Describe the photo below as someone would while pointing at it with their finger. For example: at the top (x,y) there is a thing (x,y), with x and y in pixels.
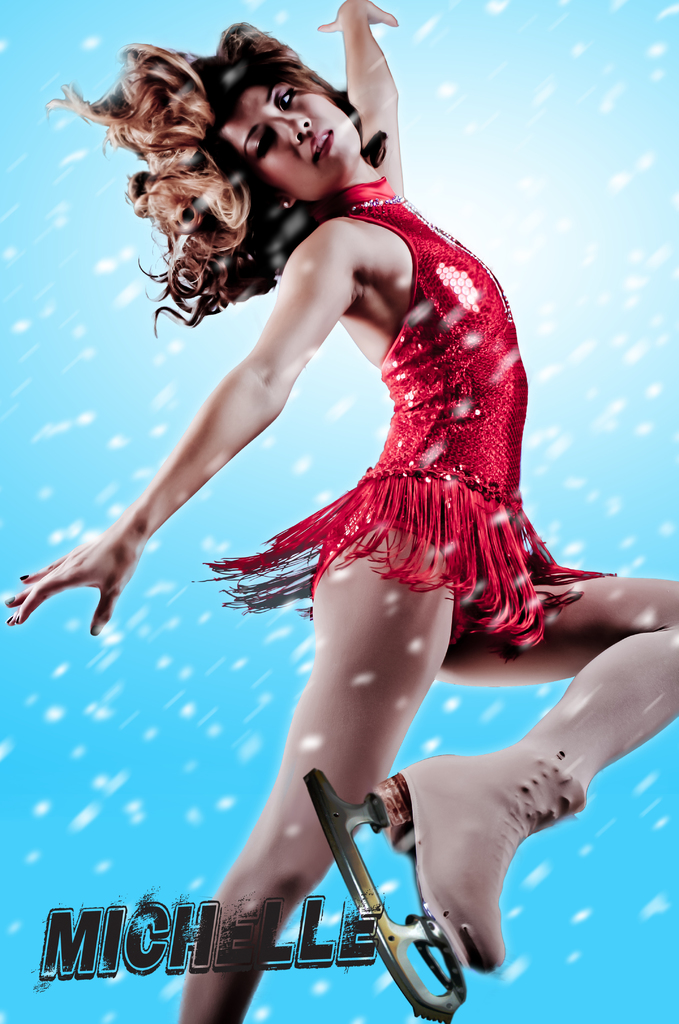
In this image, in the middle (391,395), we can see a woman (405,434) wearing red color dress (448,442). In the background (529,448), we can see blue color.
